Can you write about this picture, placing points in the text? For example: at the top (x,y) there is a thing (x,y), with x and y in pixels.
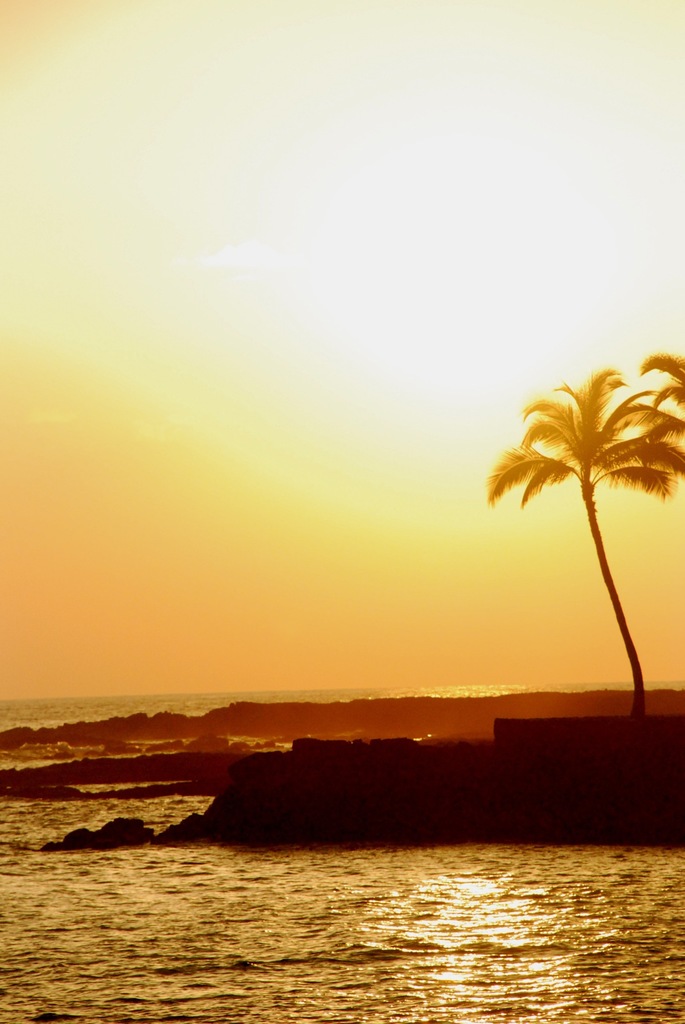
In this image, we can see a beach (481,720). There is a tree (605,432) on the right side of the image (611,422). In the background of the image (401,391), there is a sky (298,216).
